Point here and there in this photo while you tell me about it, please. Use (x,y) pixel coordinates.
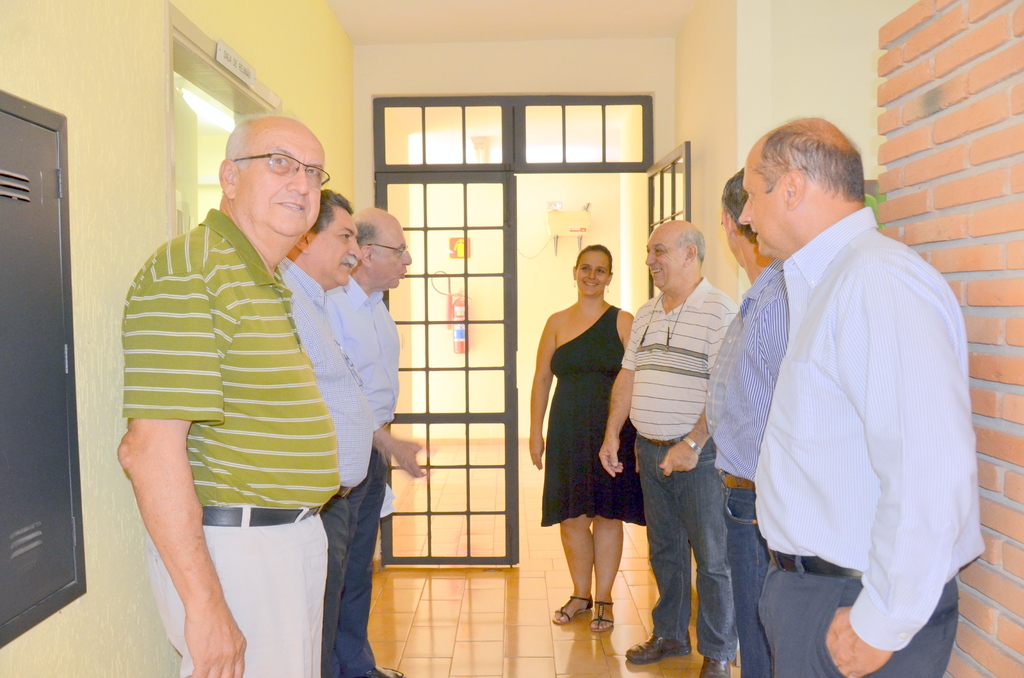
In this image, we can see some people (314,383) standing, on the right side (969,205) there is a brick wall (984,205) and we can see a glass door (494,202).
